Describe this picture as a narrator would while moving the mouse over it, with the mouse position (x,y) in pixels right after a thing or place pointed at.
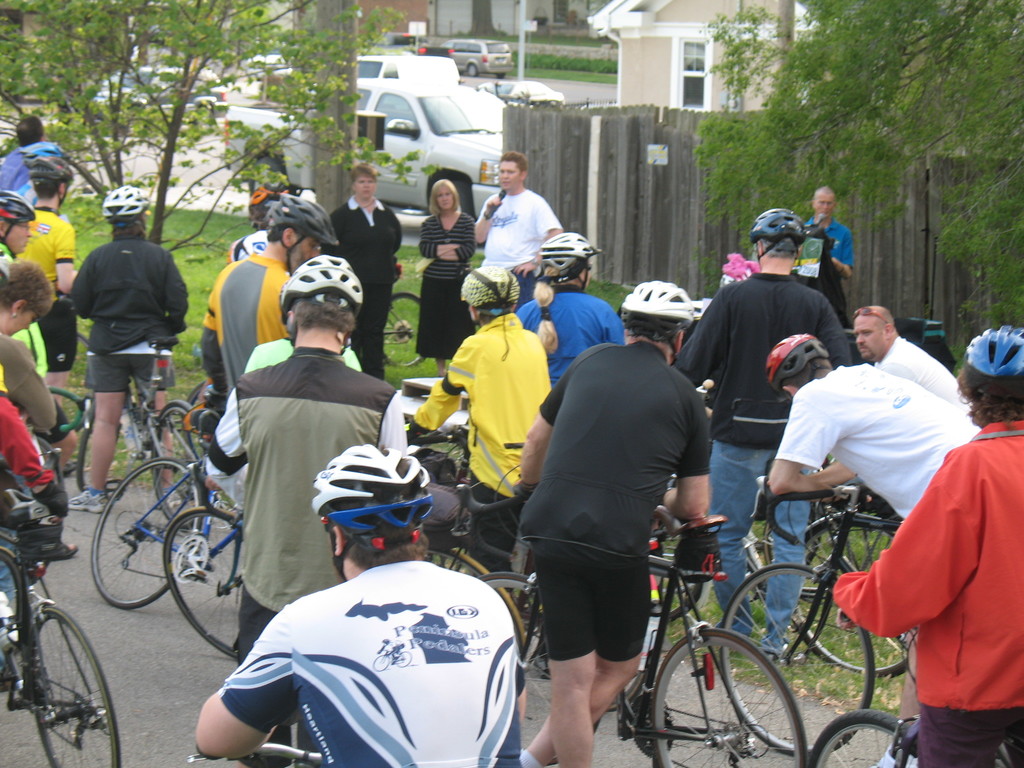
In this image there are people (283,308) standing wearing helmets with bicycles (832,725) on a road (131,618), in the background (157,215) there are trees (899,138), wooden fencing (566,154) and there are cars (477,70) on a road (490,80) and buildings (613,29).
